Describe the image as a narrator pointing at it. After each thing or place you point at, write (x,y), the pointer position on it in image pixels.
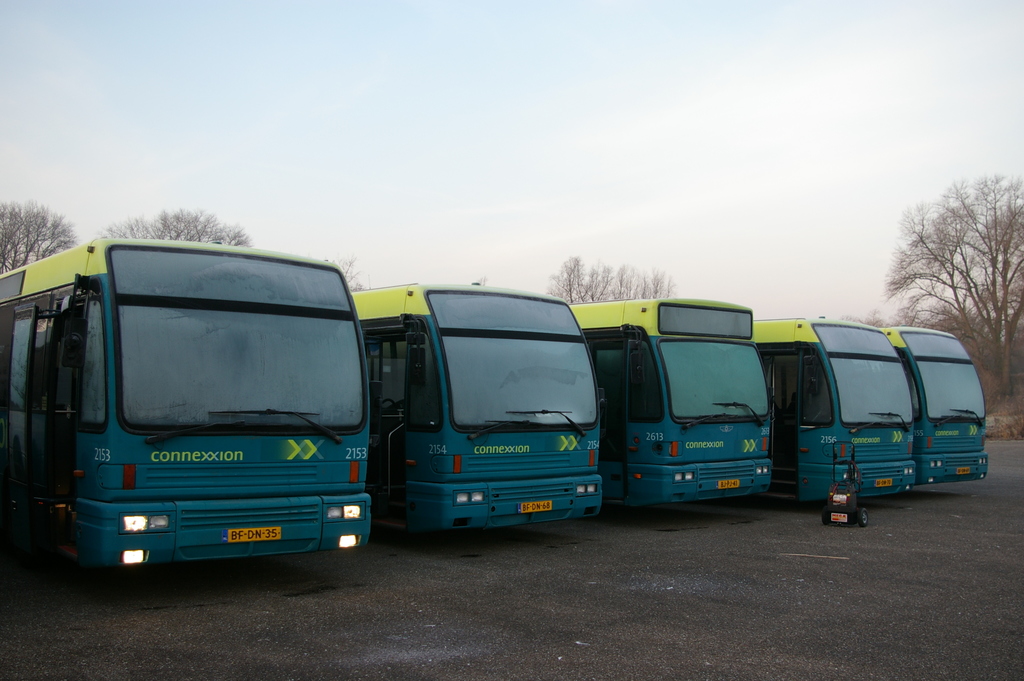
In the image we can see there are five vehicles (597,463) kept in a row. These are the headlights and number plate (272,532) of the vehicle (276,544). There are trees (975,240), road (868,613) and the sky (559,97).
